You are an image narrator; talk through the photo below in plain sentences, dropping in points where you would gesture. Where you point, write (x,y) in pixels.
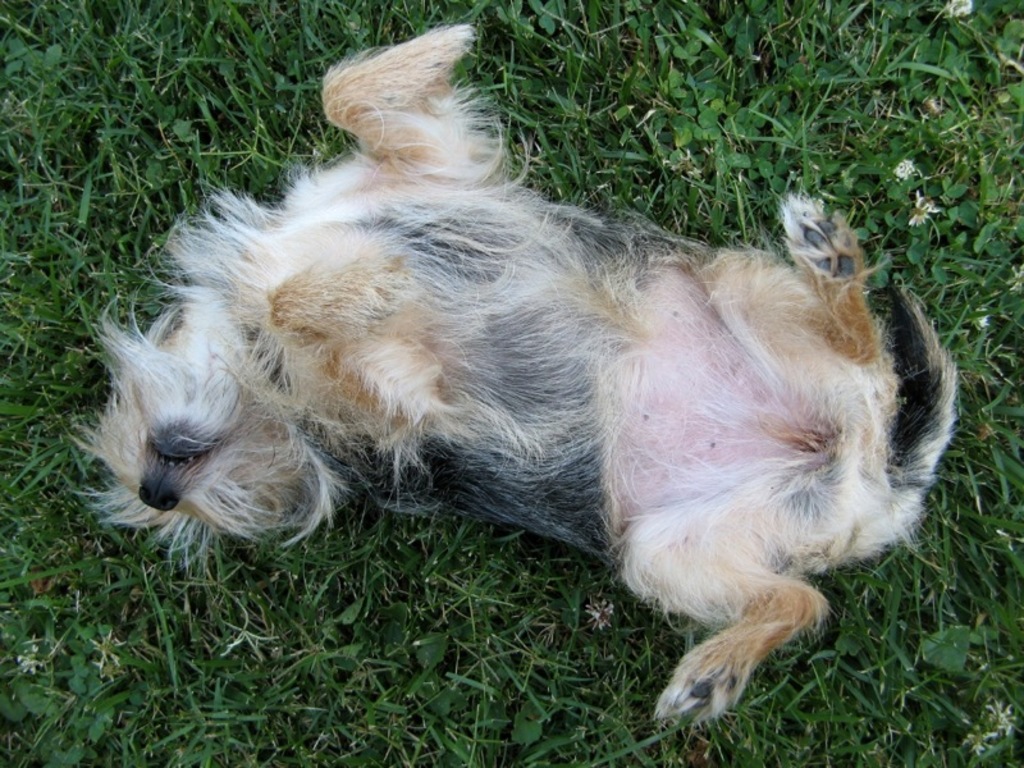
There is a dog (654,409) in white and black color combination, lying on the ground (14,229). On the ground (929,148), there is grass (99,609).
